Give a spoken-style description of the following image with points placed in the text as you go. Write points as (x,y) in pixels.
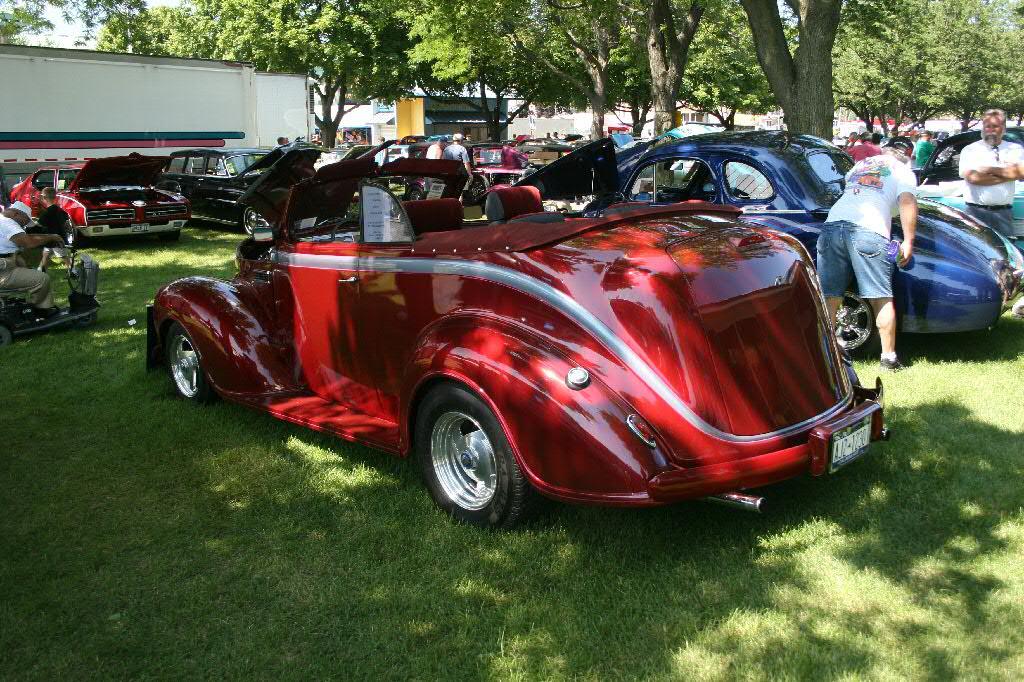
In this image there are vehicles (815,163), buildings (433,107), trees (486,95), grass (611,573), people (837,286) and objects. Land (180,431) is covered with grass (426,508). Few people (22,233) are holding objects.
